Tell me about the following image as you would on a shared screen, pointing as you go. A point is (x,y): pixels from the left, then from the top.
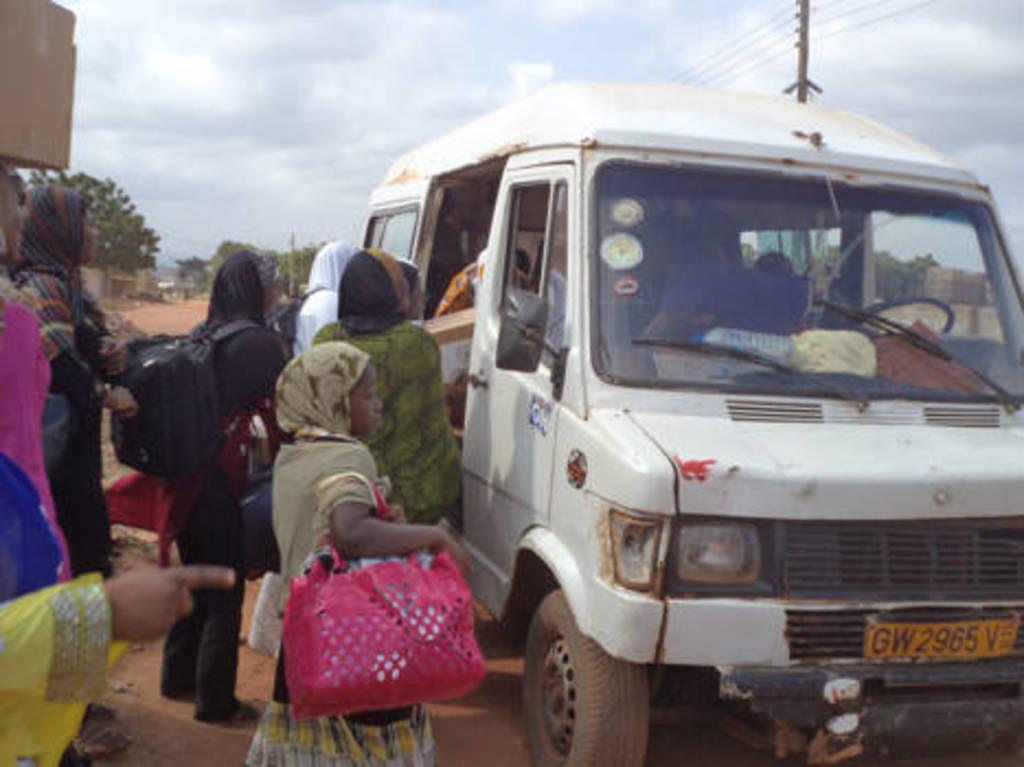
This is a picture taken in the outdoors. This is a vehicle (557,464) in white color. To the left of the vehicle (535,451) there are group of people (221,347) holding bag (366,669) and standing on the floor (176,762). Behind the people (82,387) there are houses (148,286), trees (110,257) and cloudy sky (516,47) and a electric pole (803,33).
